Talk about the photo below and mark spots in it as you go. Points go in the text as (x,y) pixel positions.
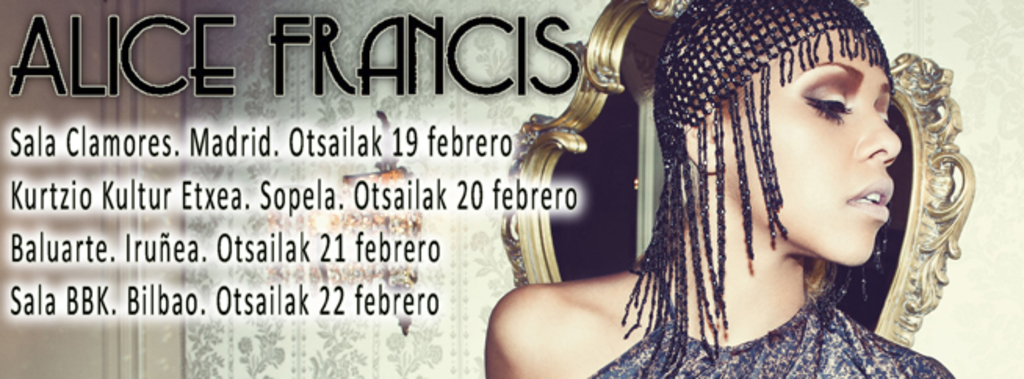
This is a poster (860,326) and in this poster (347,62) we can see a woman (870,242), mirror (654,131) and some text (62,137).
